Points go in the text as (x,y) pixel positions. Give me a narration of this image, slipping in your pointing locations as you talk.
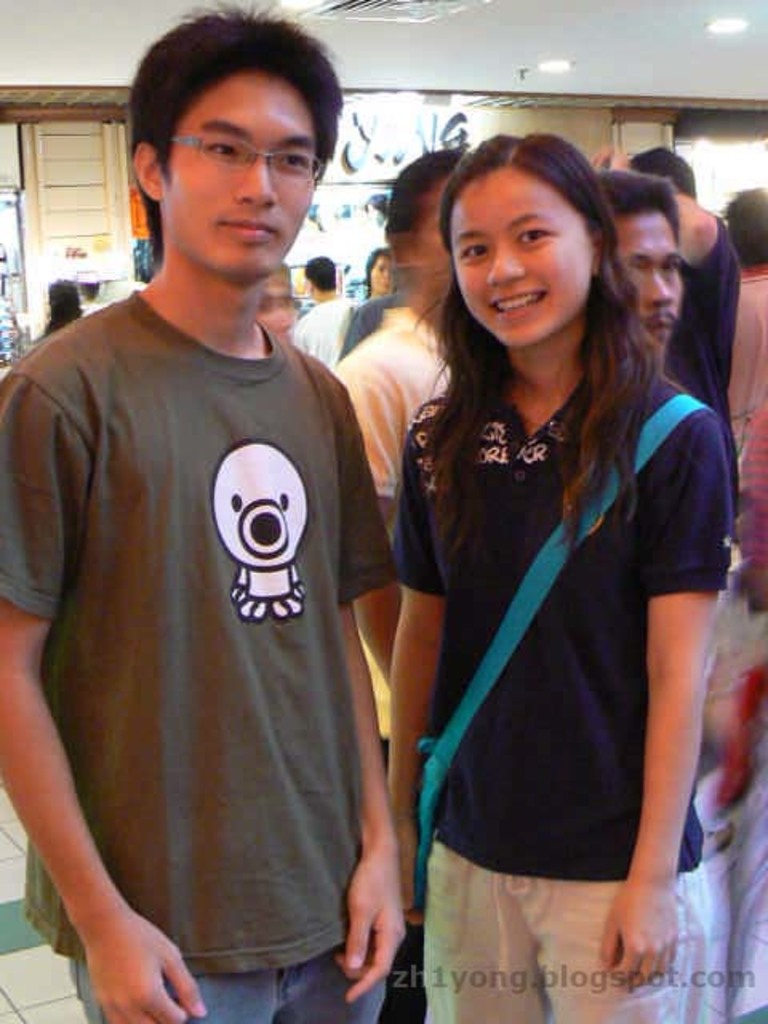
This is the picture of a room (65,204). In the foreground (143,85) there are two persons (137,563) standing and smiling. At the back (394,278) there are group of people (676,170) and there are objects (15,336). At the top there are lights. In the bottom right (641,975) there is a text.
